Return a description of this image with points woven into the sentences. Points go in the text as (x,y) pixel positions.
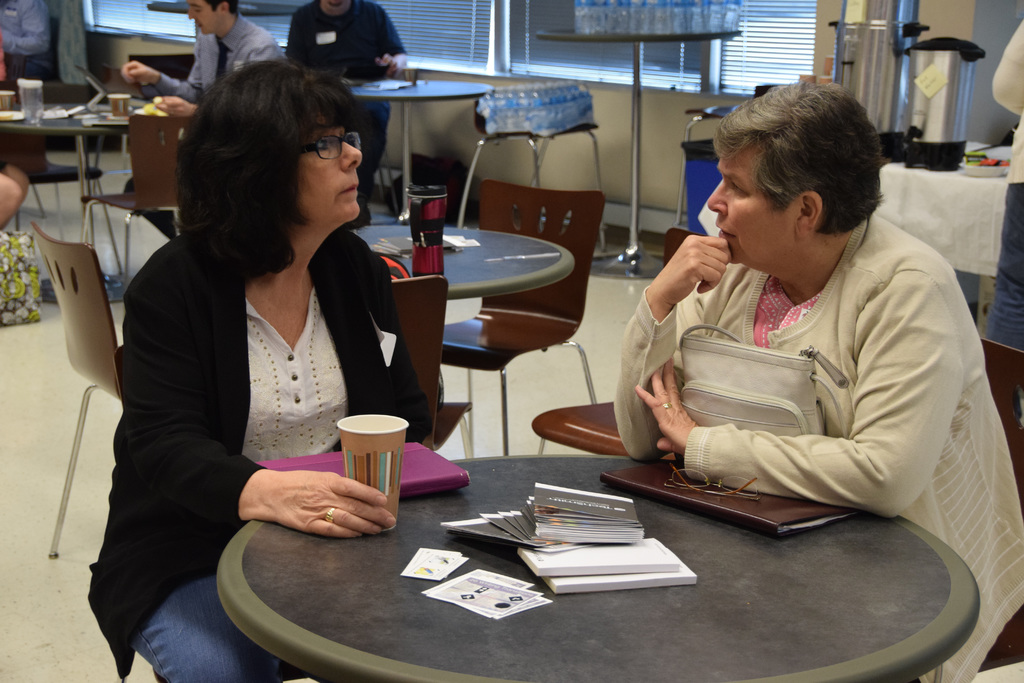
This Picture describes about group of people (795,300), they are seated on the chair (1011,354) and one person (1020,100) standing, in the middle of the given image two women's (349,403) are talking to each other in front of them we can find a bag (711,403), spectacles (711,473), books (536,517) and some papers (534,530), cups (378,462) on the table (673,512), in the background (591,31) we can see couple of bottles (624,32) on the table (638,84) and a Window blind (685,54).
